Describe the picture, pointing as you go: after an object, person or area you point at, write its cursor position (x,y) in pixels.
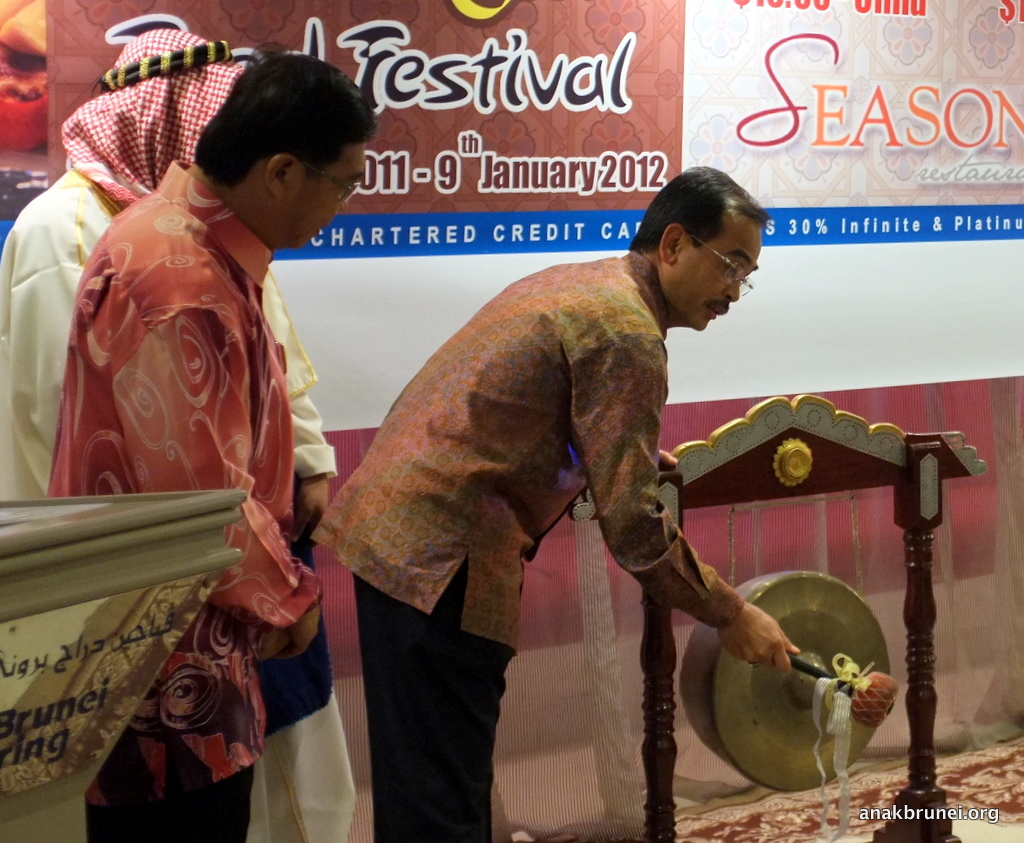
In this picture there is a man (407,582) in the center of the image (568,457), he is about to ring the bell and there are two men (232,56) on the left side of the image (304,131), there are posters (958,86) at the top side of the image (894,88) and, there is a desk (116,641) in the bottom left side of the image (134,631).
